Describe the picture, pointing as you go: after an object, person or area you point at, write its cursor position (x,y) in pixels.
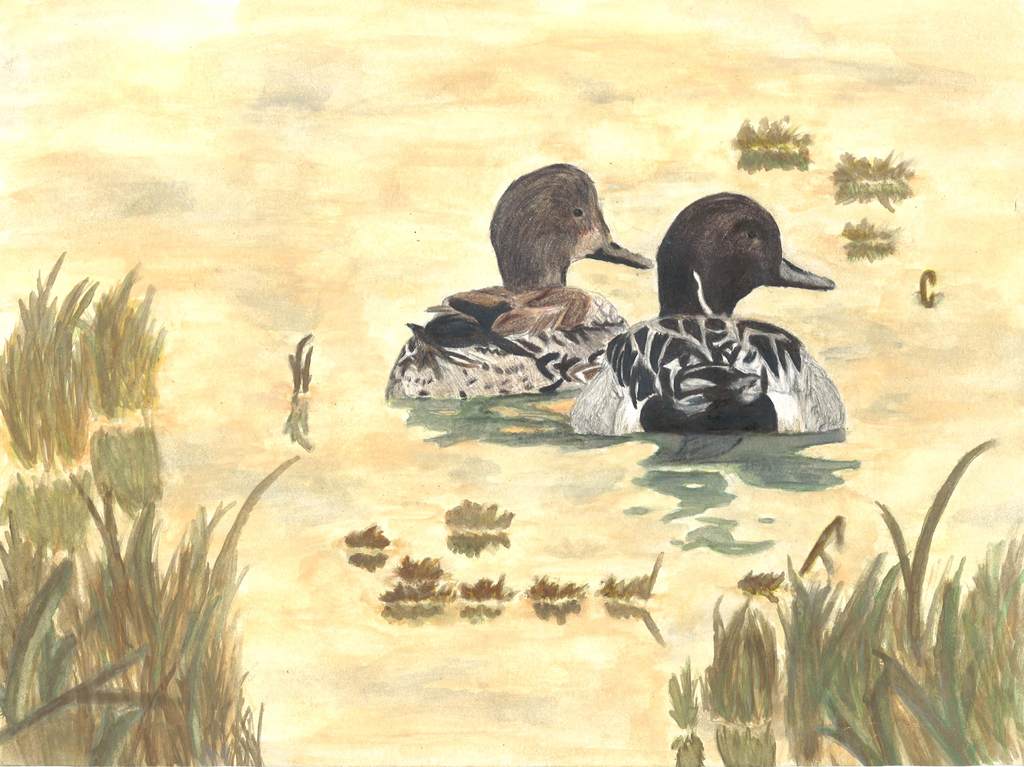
As we can see in the image there is a paper (340,528). On paper (638,528) there is drawing of grass (916,635), water (298,461) and ducks (587,365).
